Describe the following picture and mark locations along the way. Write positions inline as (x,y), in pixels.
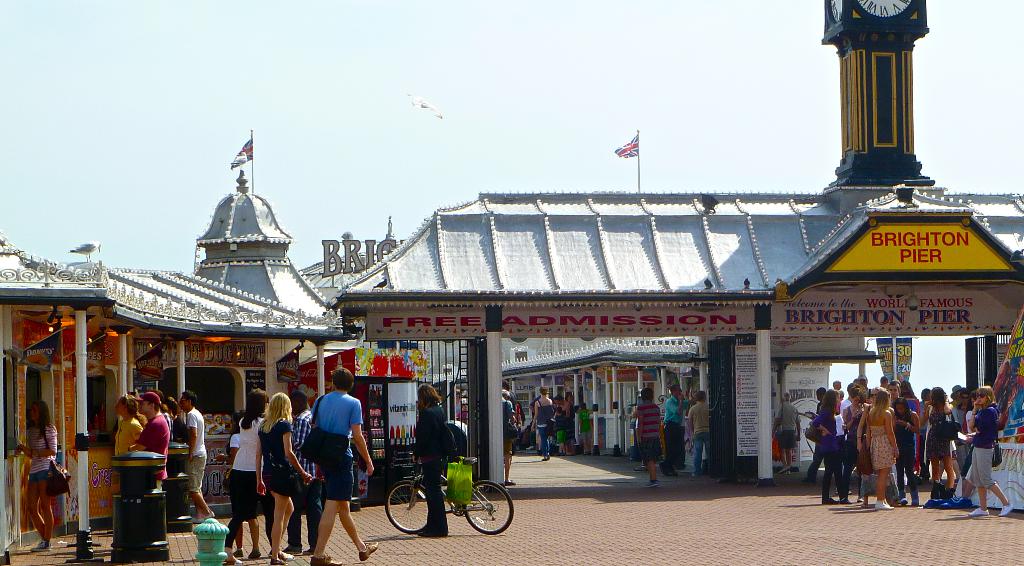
In this image we can see Brighton Palace Pier (718,279), some people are standing, two flags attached at the top of the palace (882,97), two lights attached to the roof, some people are walking on the road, some flags (905,374), two wall clocks (883,8) attached at the top of the palace pillar (864,31), some birds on the surface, name boards (970,239) with text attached to the palace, one banner (903,356) with text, three poles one board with text (102,482) attached to the wall (22,336), some objects (119,494) are on the surface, some shops (107,351) near the palace (905,218), two pillars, some people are holding some objects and wearing bags (461,476). There is one person (428,442) in front of the palace (550,441) standing and holding a bicycle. At the top (123,84) there is the sky (22,86).
